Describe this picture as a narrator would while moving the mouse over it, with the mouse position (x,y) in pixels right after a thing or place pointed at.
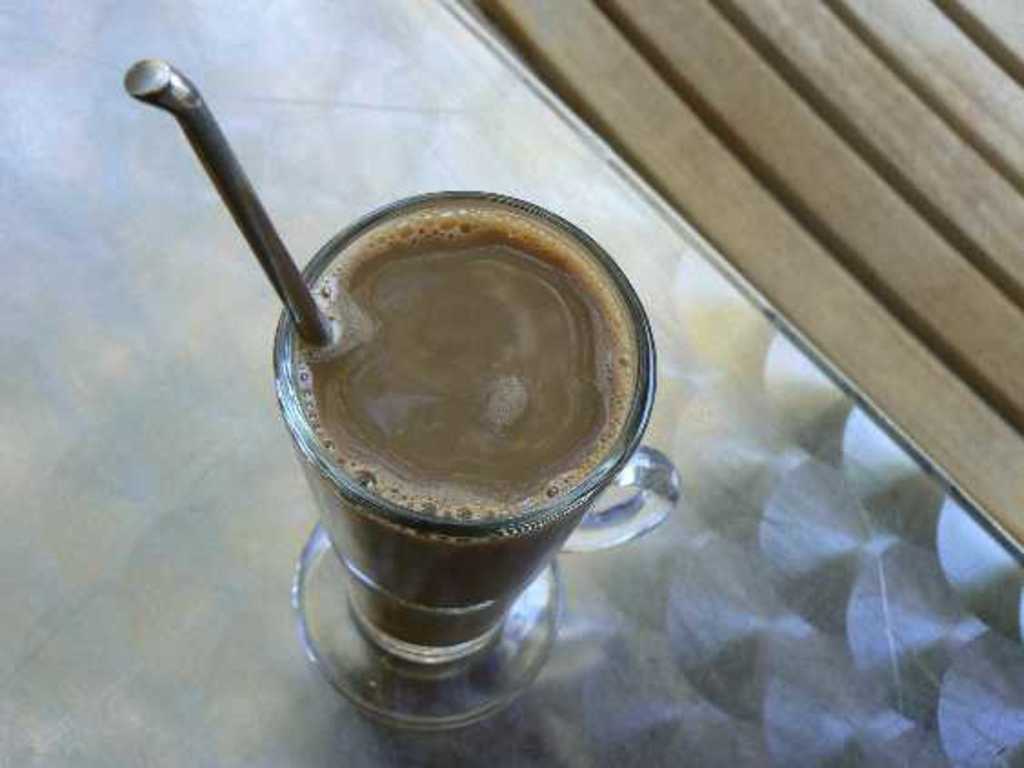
At the bottom of the image (39,629) there is a table (97,629), on the table (439,185) there is a glass (332,247). In the glass (534,532) we can see a straw (307,320) and drink (408,350).
